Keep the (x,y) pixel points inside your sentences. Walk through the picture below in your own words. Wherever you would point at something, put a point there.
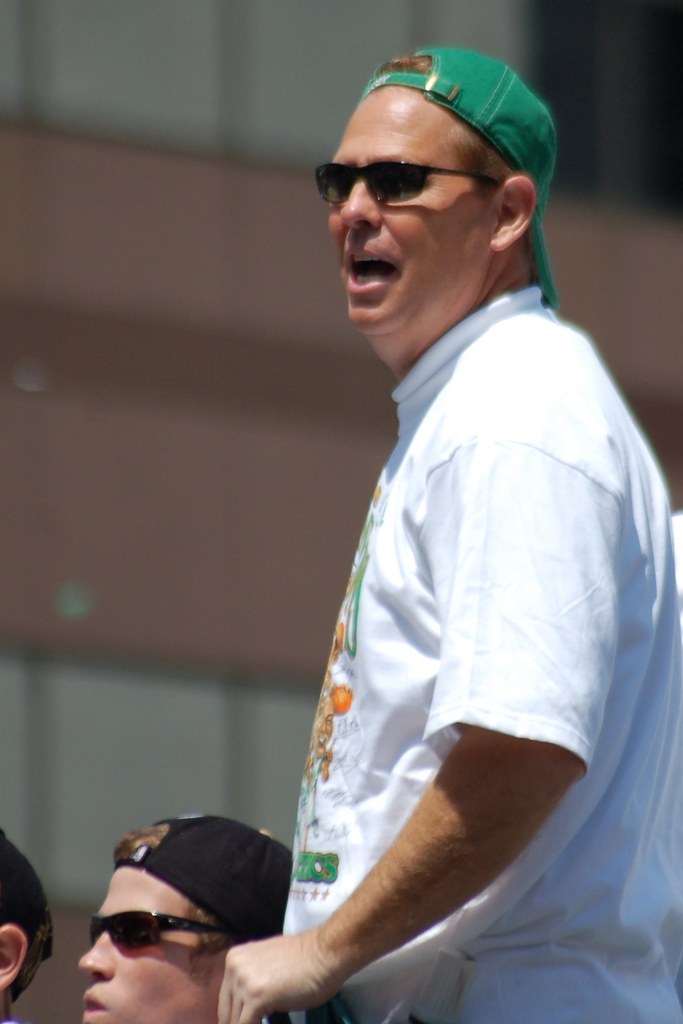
In this image I can see some people (342,893). In the background (318,535), I can see the wall (202,486).
